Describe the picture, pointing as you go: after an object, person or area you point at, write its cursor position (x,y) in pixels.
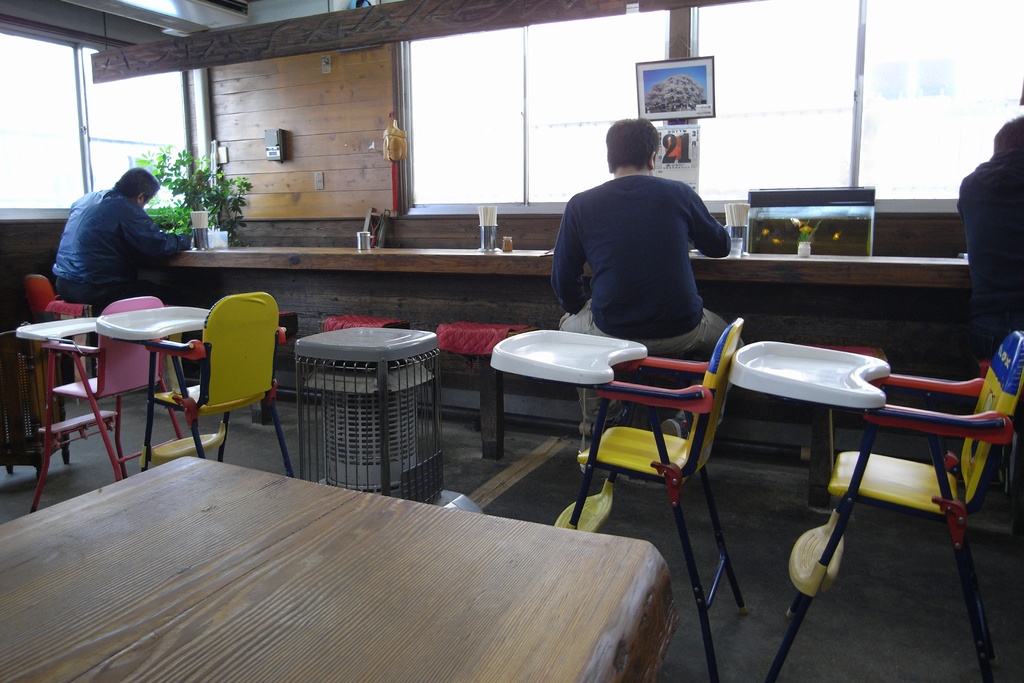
Here we can see three persons (1010,169) sitting on a chair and they are doing something. Here we can see chairs (815,559) and a wooden table (159,625).
